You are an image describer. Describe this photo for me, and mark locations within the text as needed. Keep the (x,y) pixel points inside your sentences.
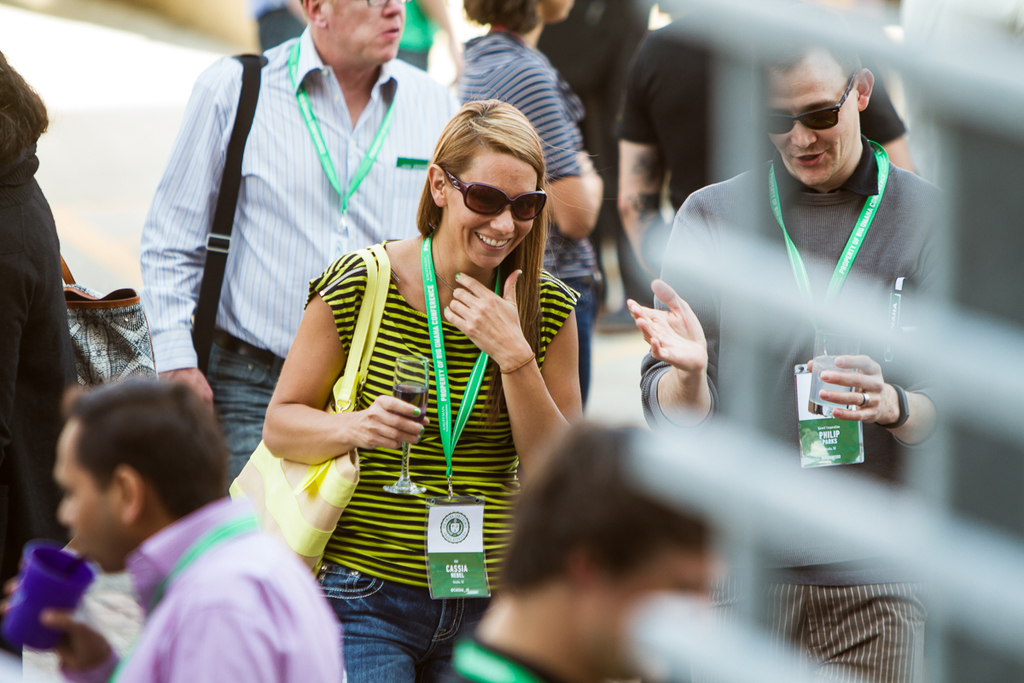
In this image there are a group of people (691,392) who are walking, in the foreground (442,481) there is one woman (467,431) who is holding a glass (422,377) and smiling and also in the background (117,375) there are some people (174,179) who are wearing bags (132,295).
